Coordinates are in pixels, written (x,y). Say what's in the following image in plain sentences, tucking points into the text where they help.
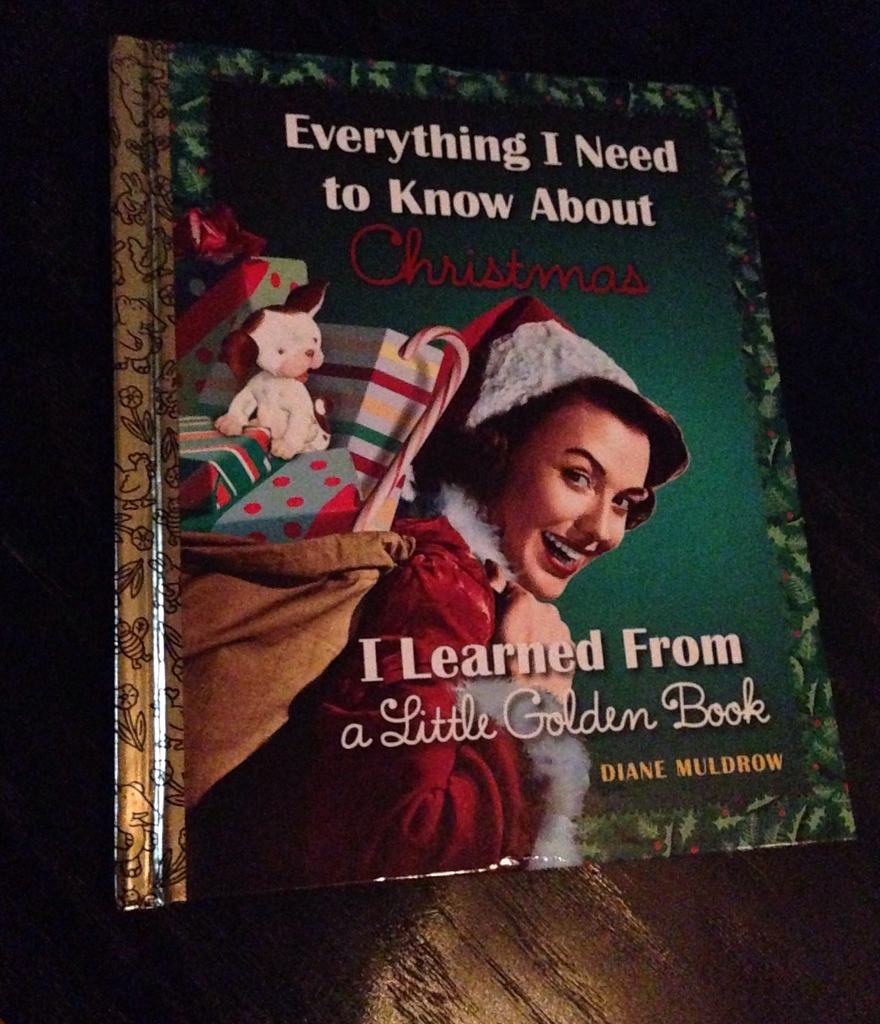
In the center of the image (440,468) we can see one book (520,504). On the book (520,504), we can see one woman (513,694) wearing some objects (201,543) and she is in red and white color costume (456,487). And she is smiling, which we can see on her face (593,490). In the background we can see a few other objects (209,554).
